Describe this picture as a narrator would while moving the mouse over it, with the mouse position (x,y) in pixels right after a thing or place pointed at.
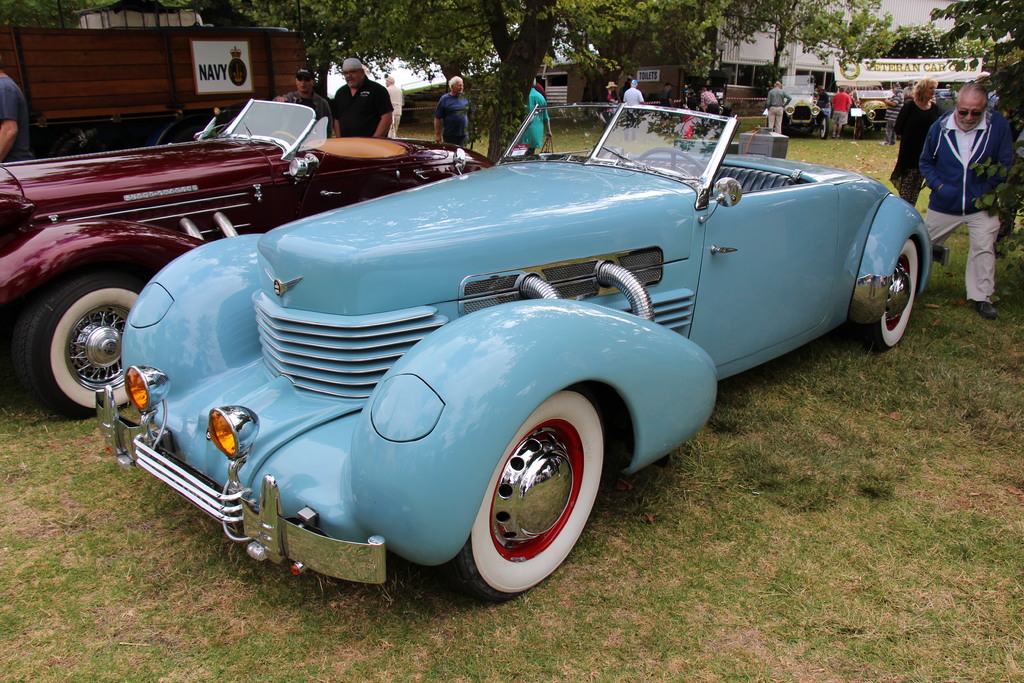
In this image there are vehicles (652,242), group of people (989,129) standing, and in the background (798,16) there are trees (503,104) and a building (948,20).
